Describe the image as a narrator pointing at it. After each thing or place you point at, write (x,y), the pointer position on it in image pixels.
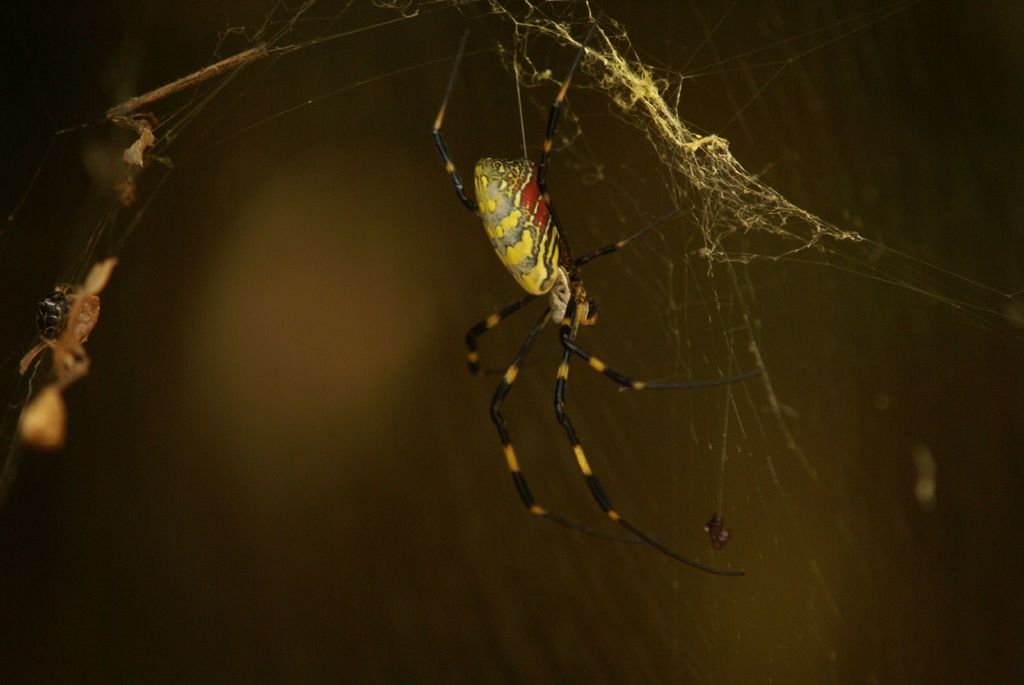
In this picture we can see two insects (553,297), spider web (647,75) and in the background (380,358) it is blurry.
